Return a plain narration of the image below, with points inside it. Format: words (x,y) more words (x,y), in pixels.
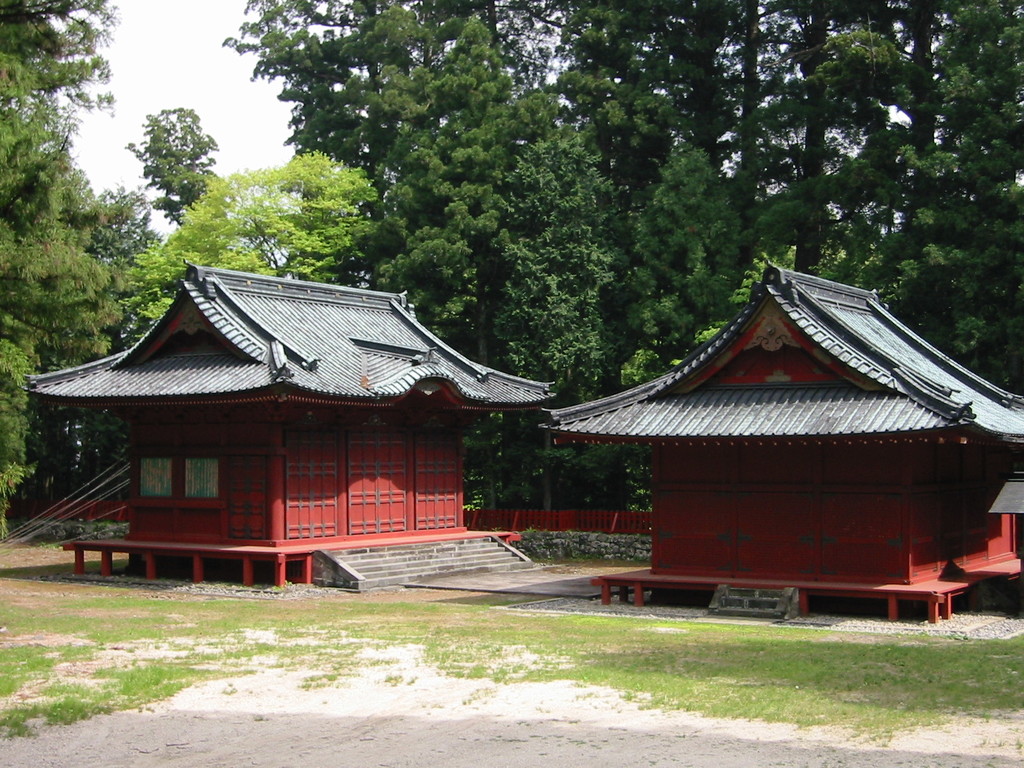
In this picture I can see there are two buildings (348,393) and there is sand (408,664) and grass (525,641) on the floor (379,741) and there are trees (220,196) and the sky (144,133) is clear.
